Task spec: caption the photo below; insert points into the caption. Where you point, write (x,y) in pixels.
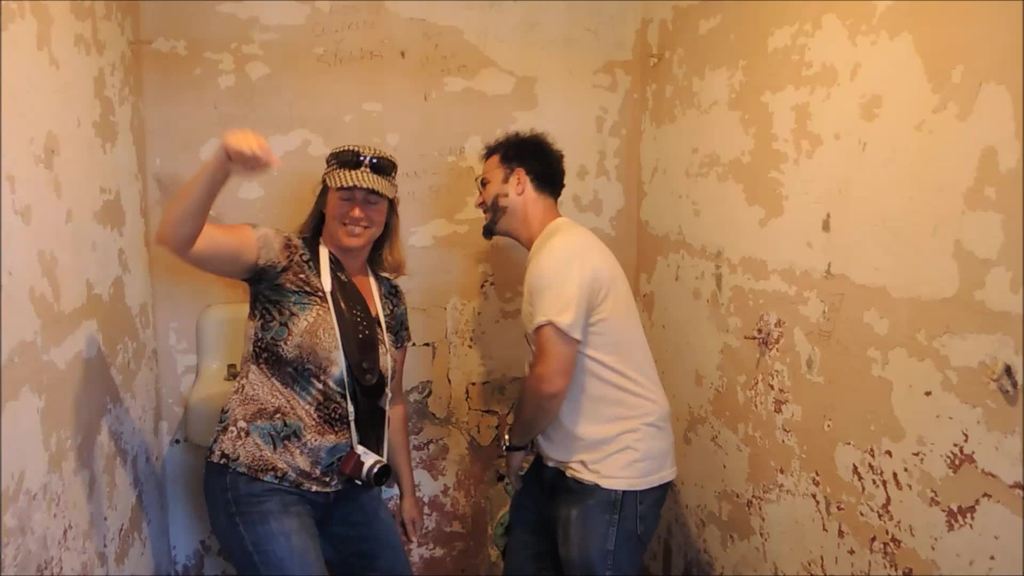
In this image I can see two persons (284,295) standing and I can also see the camera (354,408). In the background (601,137) the wall (730,126) is in cream color.
